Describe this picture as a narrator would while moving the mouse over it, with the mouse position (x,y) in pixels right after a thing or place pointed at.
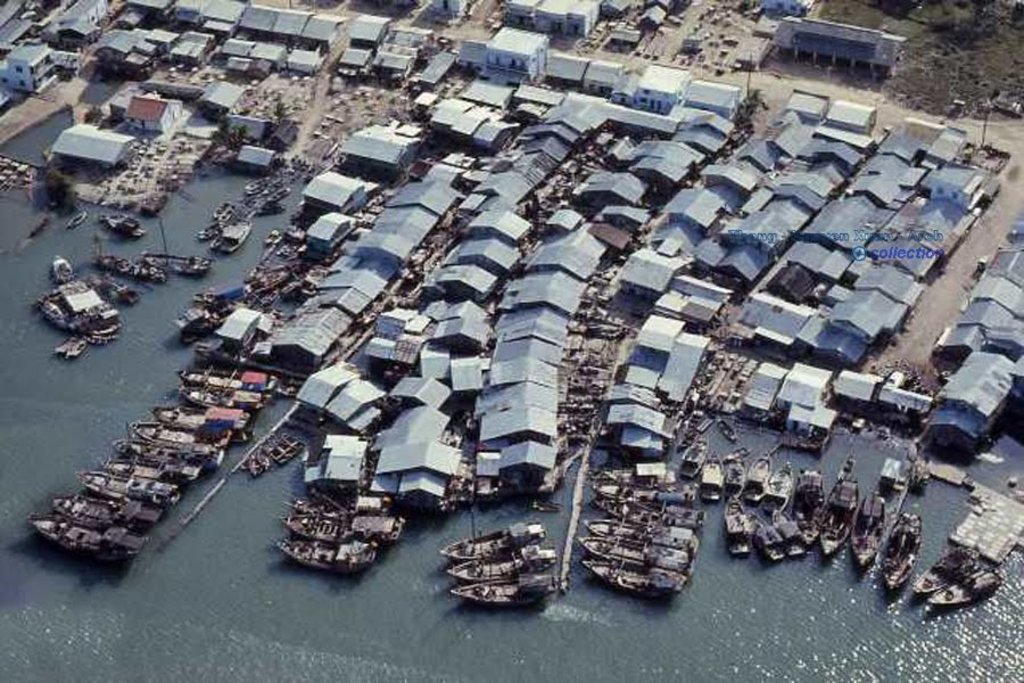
In this picture I can see a number of boats (620,518) on the water (384,580). I can see a number roofs (600,256). I can see the buildings (102,62).
